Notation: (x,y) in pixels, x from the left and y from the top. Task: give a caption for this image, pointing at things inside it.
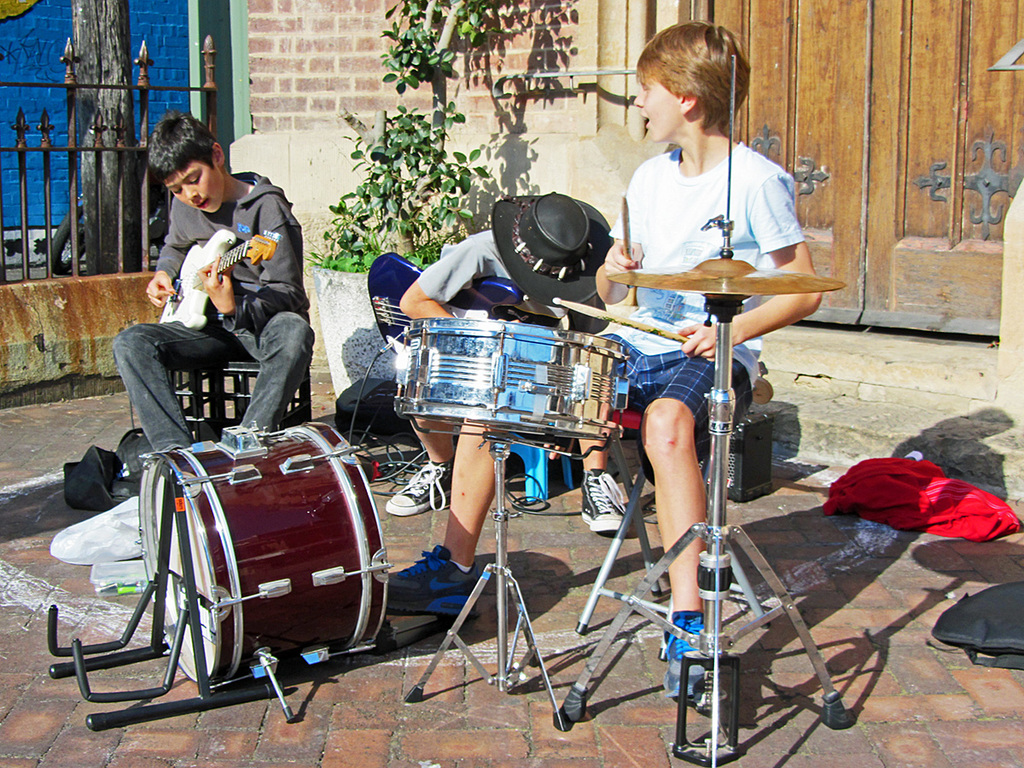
The image is outside of the city. In the image three boys (277,388) sitting on chair (235,399) and playing their musical instruments (449,416), in background (475,30) there is a door (928,85) which is closed, plant (414,143), flower pot (332,301).
